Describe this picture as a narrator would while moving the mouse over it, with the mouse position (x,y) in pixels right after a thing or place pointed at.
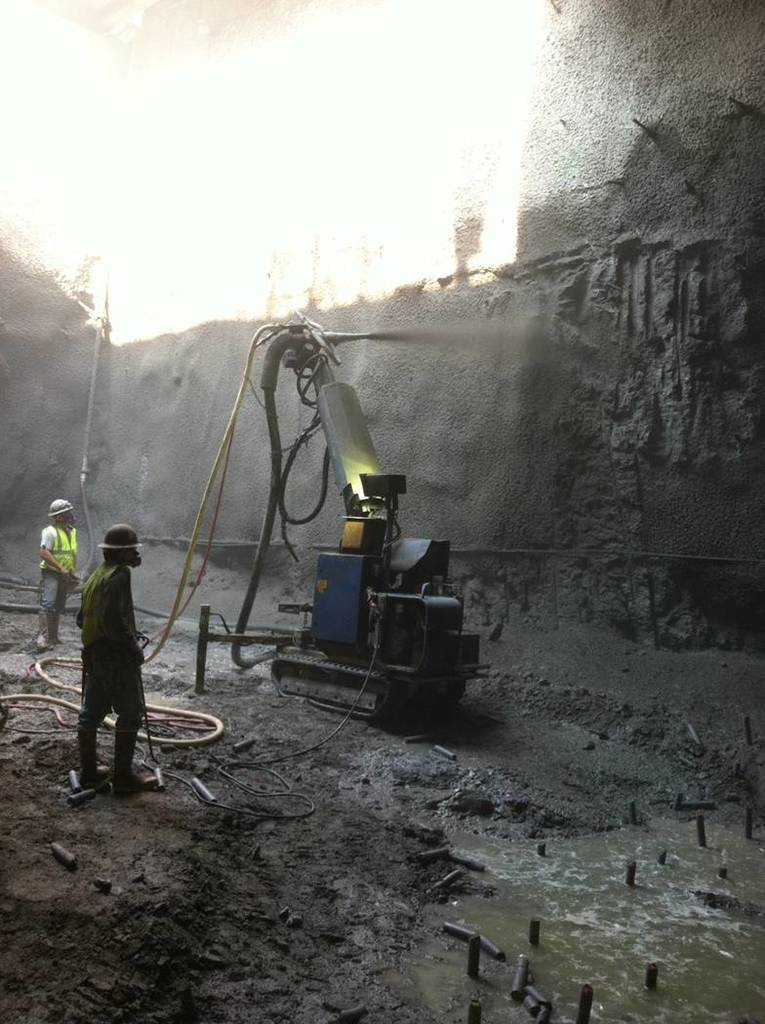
In this image in the front (601,962) there is water (692,982). In the center (339,602) there is a machine (312,605) and there are persons (102,669) standing. In the background (219,394) there is a wall (481,411).
